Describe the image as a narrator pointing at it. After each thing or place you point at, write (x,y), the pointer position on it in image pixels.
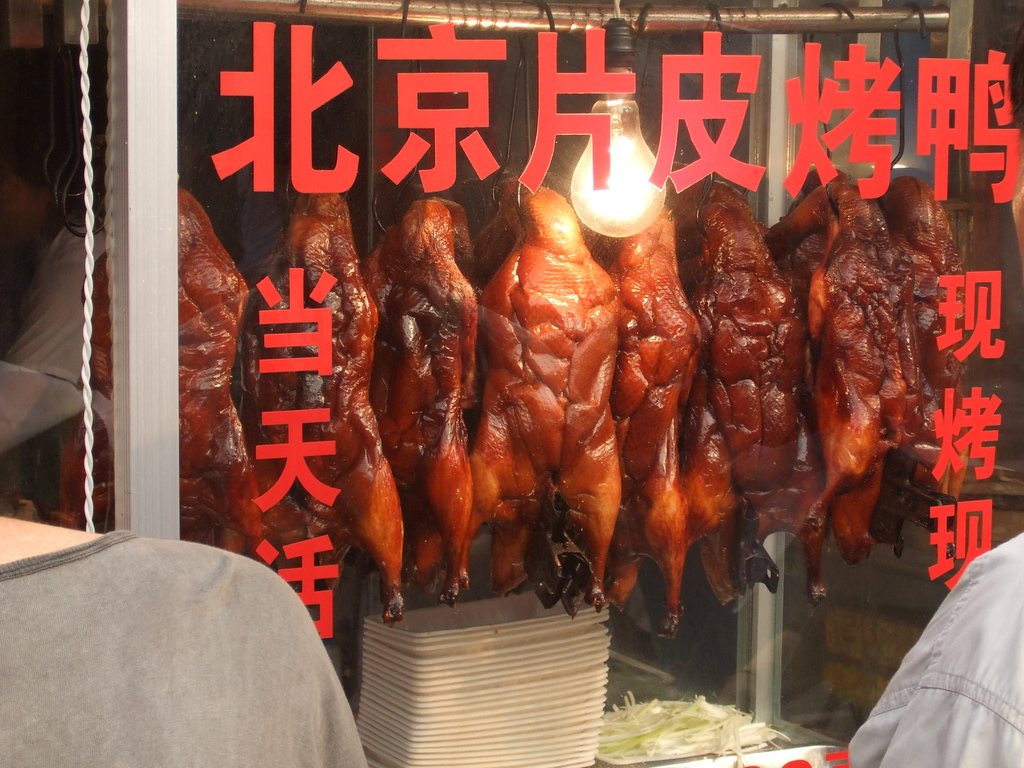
Here I can see meat (339,368) hanging on a metal rod (328,14). At the bottom (526,712) I can see few plates (417,670) which are placed on the table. In the foreground (167,700), I can see two persons (902,705) and a glass (344,579). On this glass (354,146) I can see some text (266,142) in red color. At the top (615,179) there is a bulb (625,194).
